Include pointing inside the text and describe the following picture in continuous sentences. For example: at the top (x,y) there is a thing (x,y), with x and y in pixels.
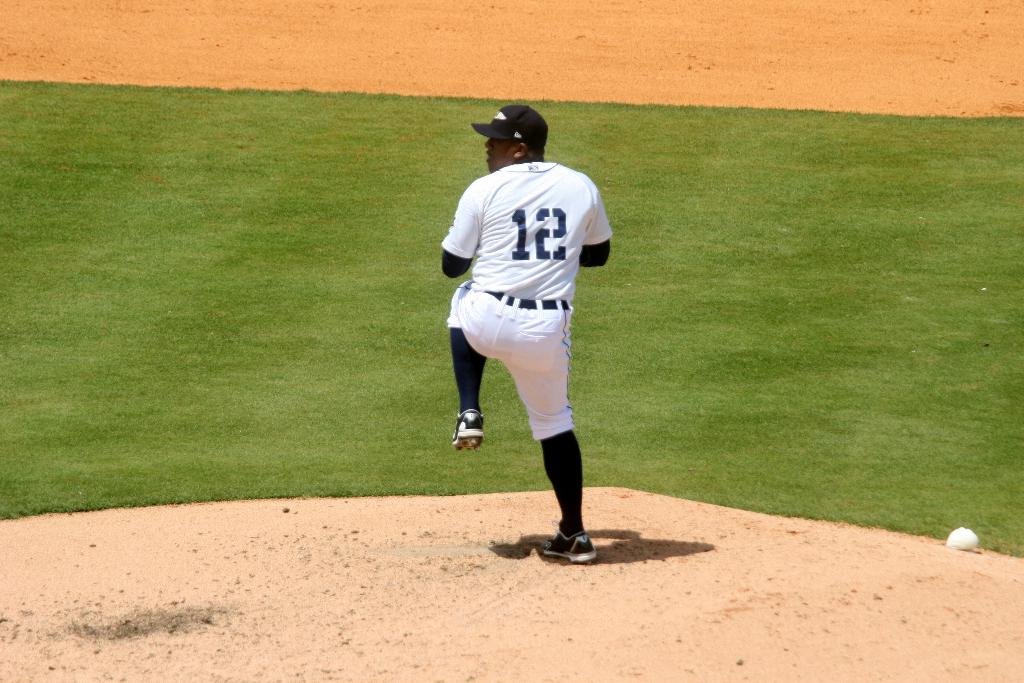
Here I can see a man (530,286) wearing a white color dress (520,326), standing on the ground (514,568) and looking towards the left side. On the ground (827,384), I can see the grass (783,339). It seems to be a playing ground (209,303).
